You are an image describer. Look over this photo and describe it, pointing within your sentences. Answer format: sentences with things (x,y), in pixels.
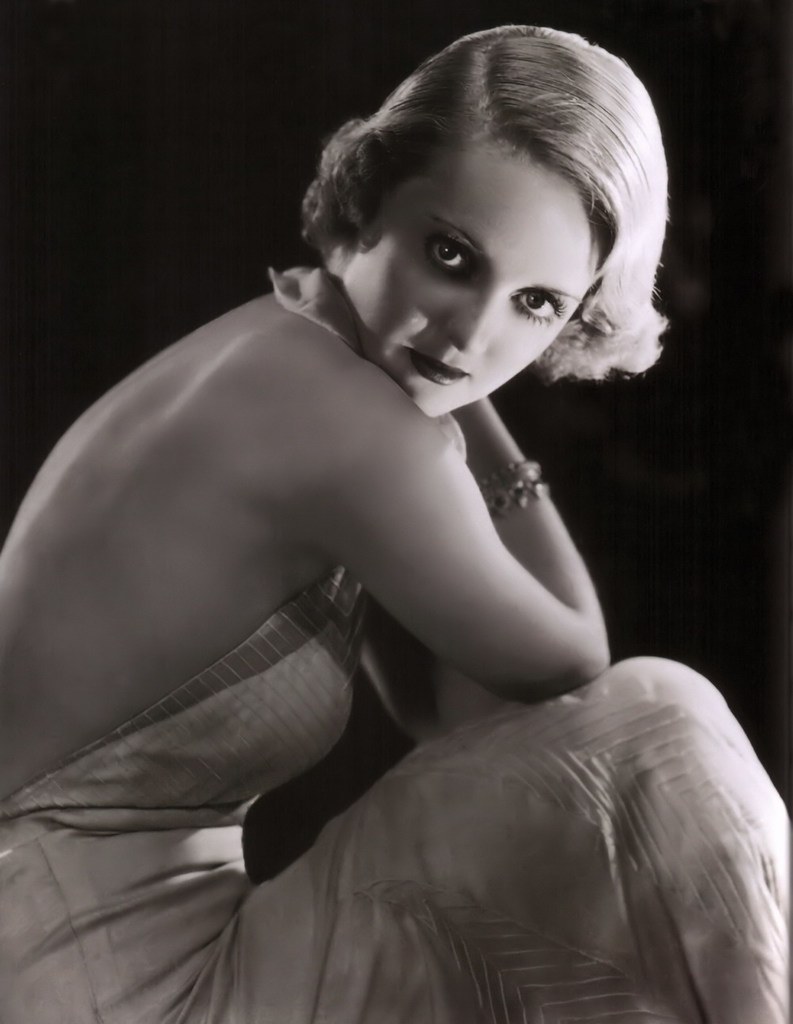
This is the black and white image of a woman (404,545). The background (765,35) is black.
